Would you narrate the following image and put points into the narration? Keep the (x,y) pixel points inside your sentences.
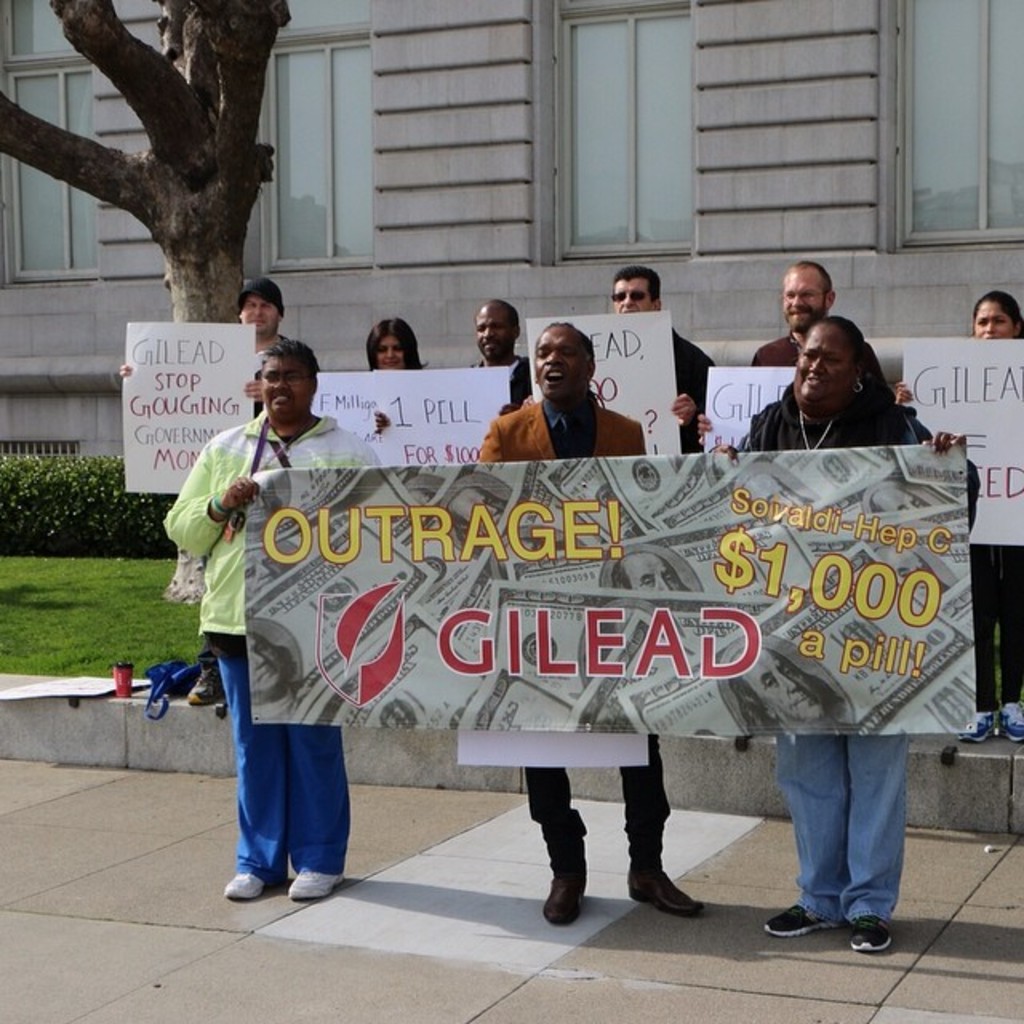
In this image we can see few persons (221,576) are standing on the platform (891,1021) and holding hoardings (234,334) and banner (379,511) in their hands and we can see a cup (120,683), bag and objects (105,679). In the background (561,219) we can see grass (85,566), plants (64,539), tree (106,194), building (130,124) and windows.
